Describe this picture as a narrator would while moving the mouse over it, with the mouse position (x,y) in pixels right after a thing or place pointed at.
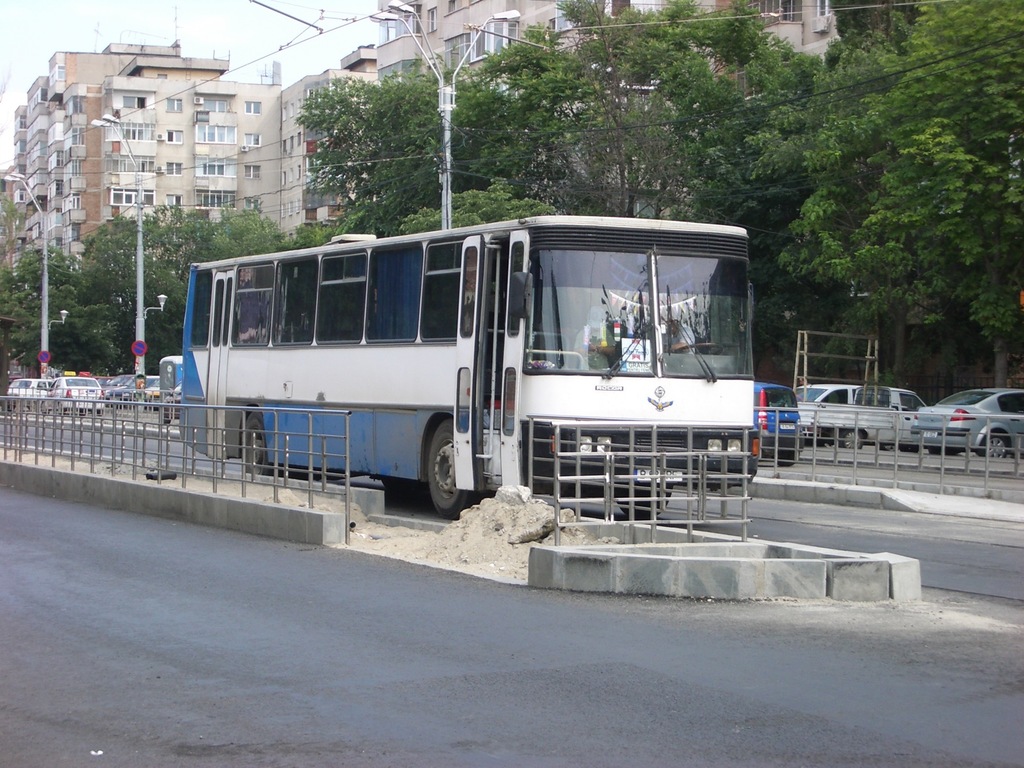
In this picture we can see a bus (205,436), fences (546,460), sand (324,503), roads (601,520), cars (793,404), electric poles (140,243), sign boards (140,345), trees (37,352), buildings (103,178) with windows (214,204) and some objects (179,382) and in the background (116,39) we can see the sky (232,25).
